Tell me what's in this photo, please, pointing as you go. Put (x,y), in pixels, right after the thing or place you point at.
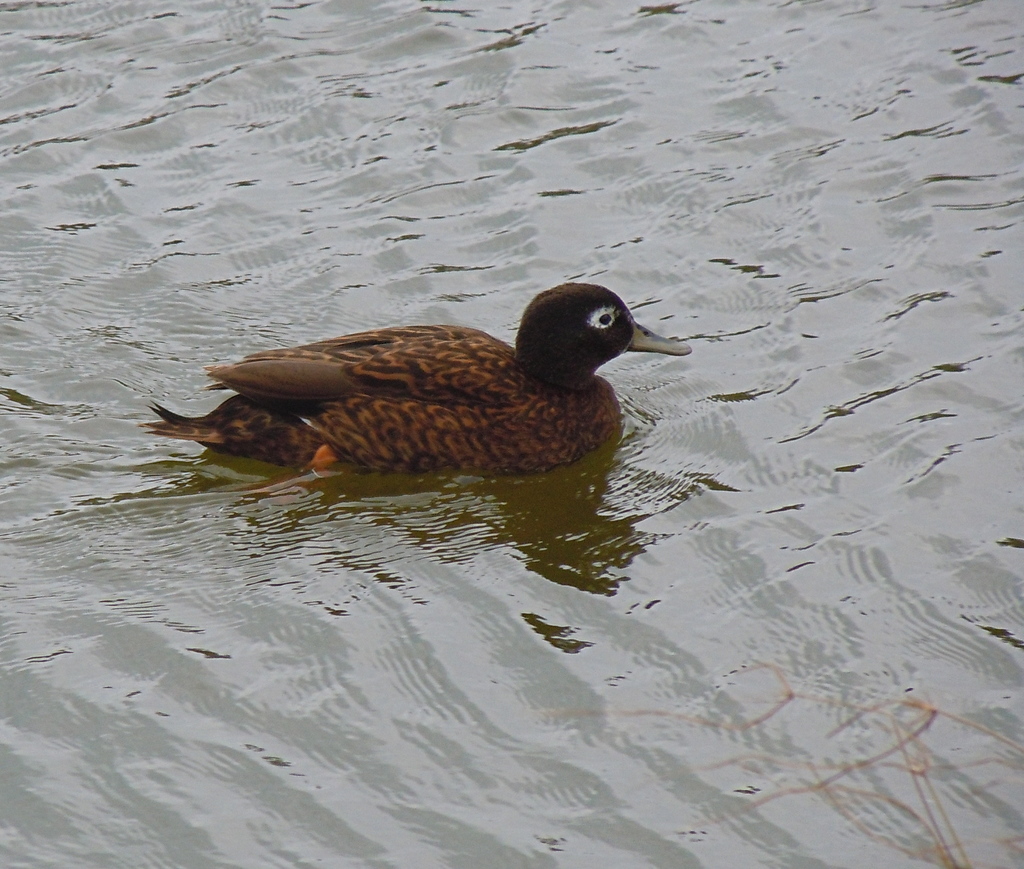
In the center of the picture (544,376) there is a duck (355,399) in a water body (328,171).
